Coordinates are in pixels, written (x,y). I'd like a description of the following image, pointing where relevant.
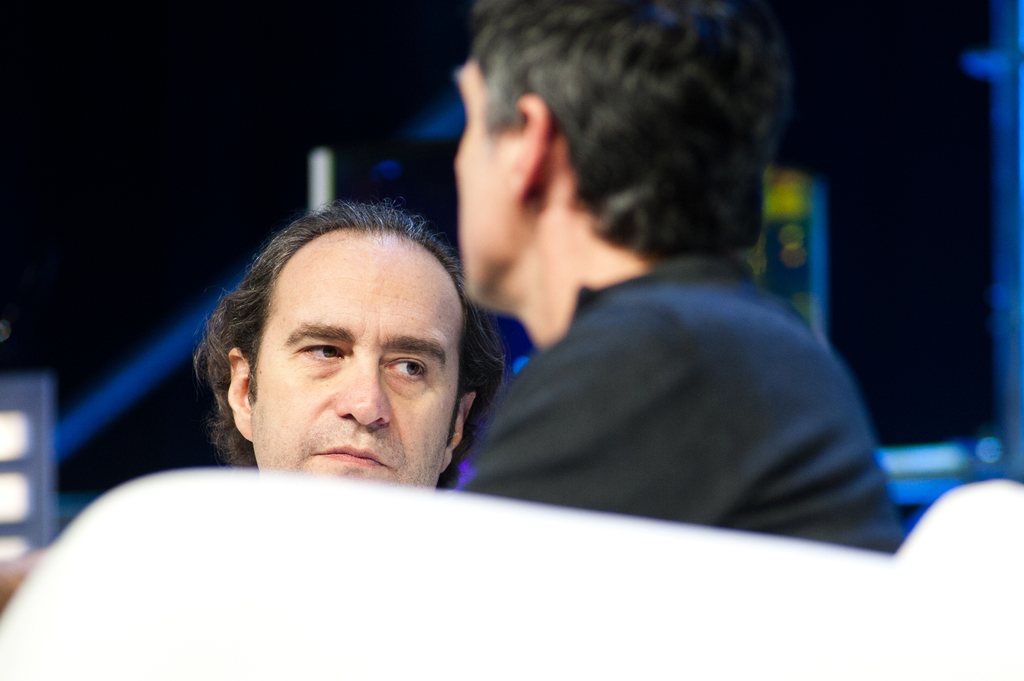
In this image we can see men (258,372).
